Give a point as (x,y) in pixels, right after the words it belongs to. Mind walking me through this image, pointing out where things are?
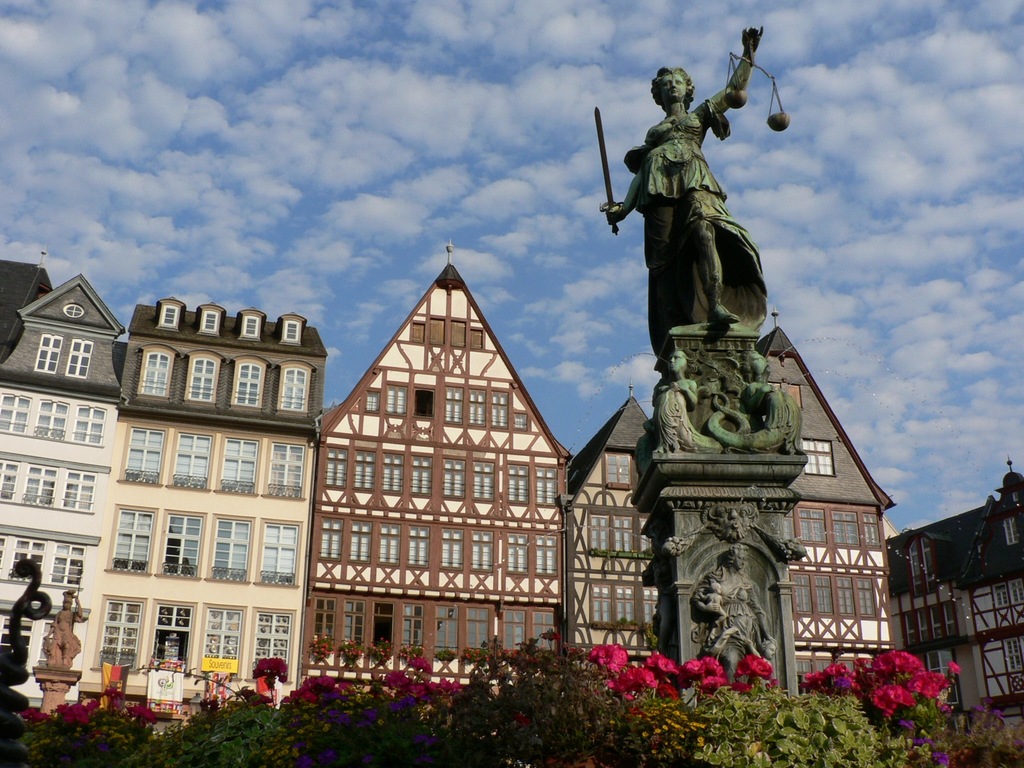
In this image, there are a few buildings (907,534). We can see some statues (76,597) on pillars (677,468). We can also see some plants (483,723) with flowers (944,712). We can see the sky (919,309) with clouds (958,209).
